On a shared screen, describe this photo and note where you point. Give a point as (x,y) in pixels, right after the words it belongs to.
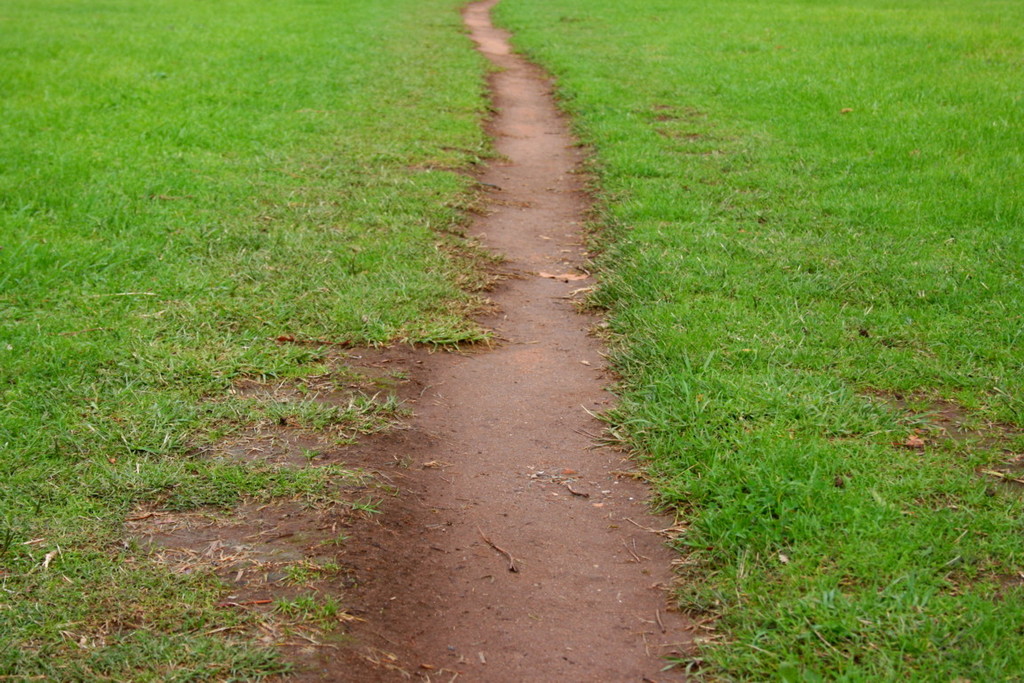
In this picture we can see the grass (668,203) and the pathway (574,207).
